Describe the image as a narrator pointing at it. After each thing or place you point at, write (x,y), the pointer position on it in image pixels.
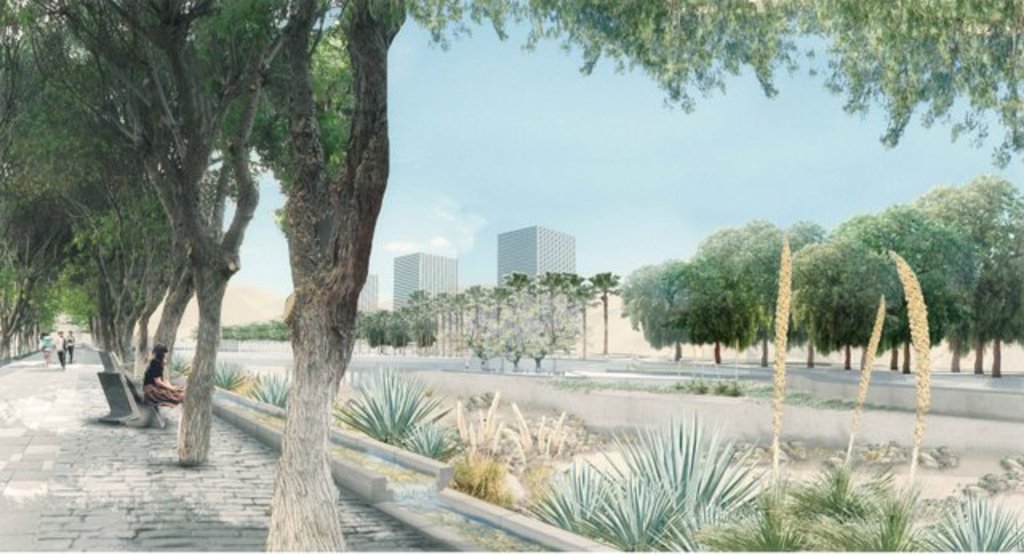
This is an outside view. On the right side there is a road (448,361). On both sides of the road (570,357) there are many trees (480,292) and plants (622,478). On the left side (49,345) there are few people (58,354) walking on the ground (152,442) and one person (149,383) is sitting on a bench (135,395) facing towards the right side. In the background (434,271) there are few buildings (562,251). At the top of the image (612,146) I can see the sky (664,147).
